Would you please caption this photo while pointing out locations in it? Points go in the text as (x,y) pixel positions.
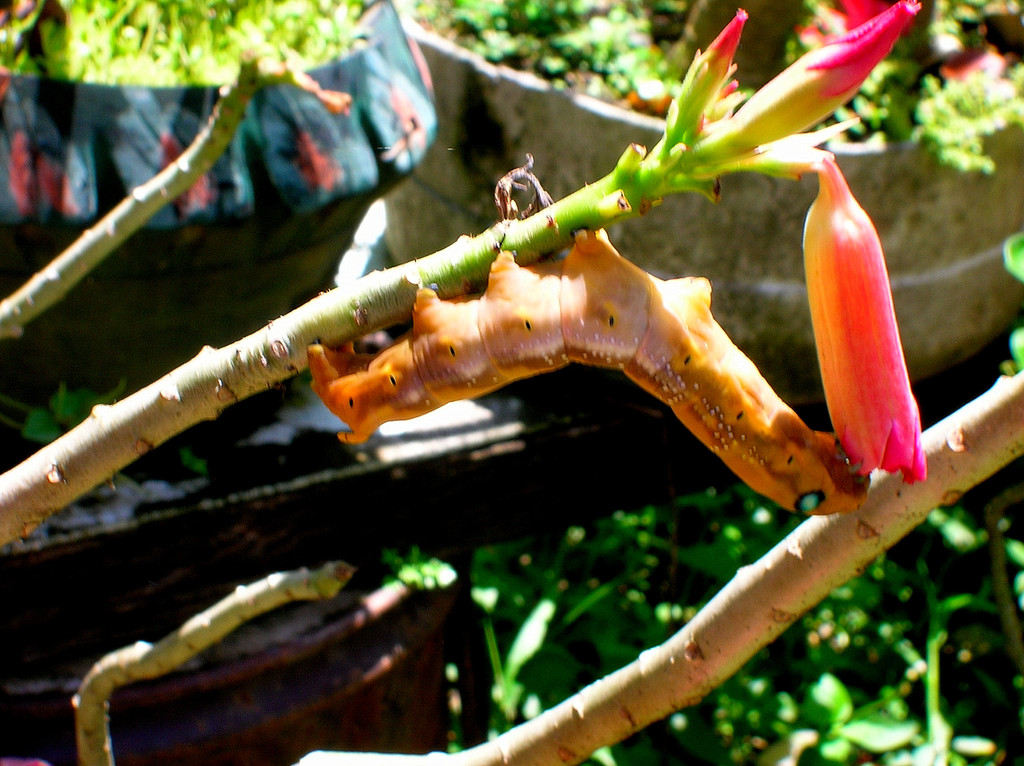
In this image there is a caterpillar (563,366) which is eating the flower (854,390). In the background (260,105) there is a flower pot (327,145). At the bottom (667,637) there are plants (869,660).
